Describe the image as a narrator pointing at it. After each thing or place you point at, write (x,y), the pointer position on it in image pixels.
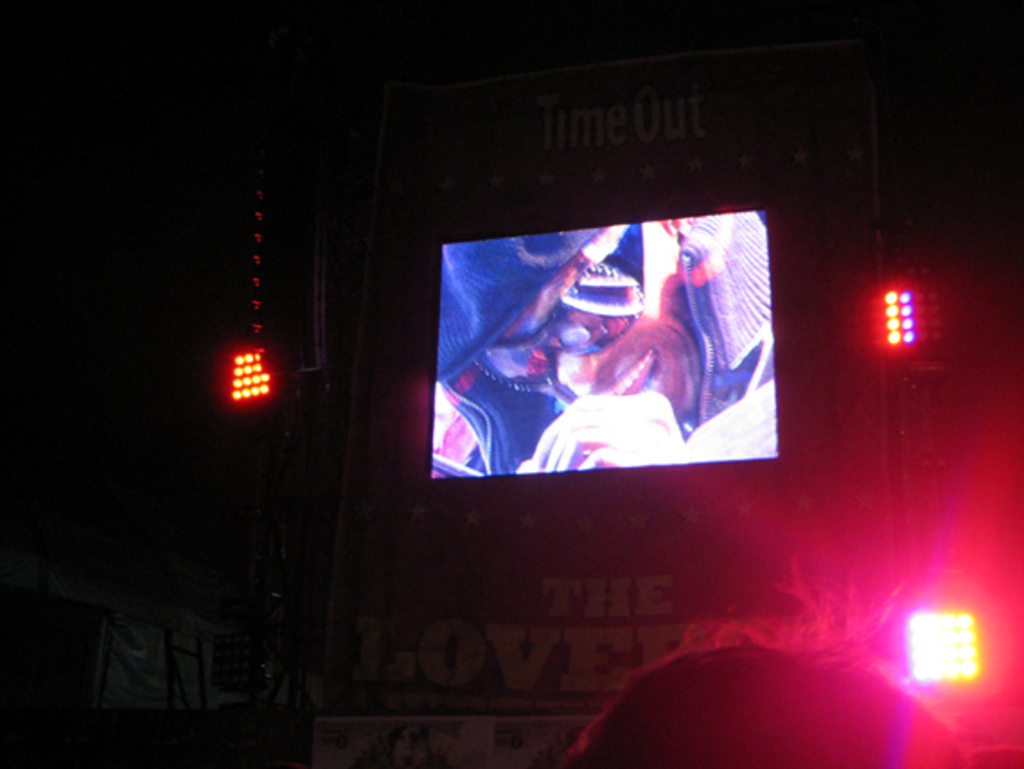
This image is taken in the dark, we can see the projector screen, show lights (953,669) and the banner (834,492) here.
